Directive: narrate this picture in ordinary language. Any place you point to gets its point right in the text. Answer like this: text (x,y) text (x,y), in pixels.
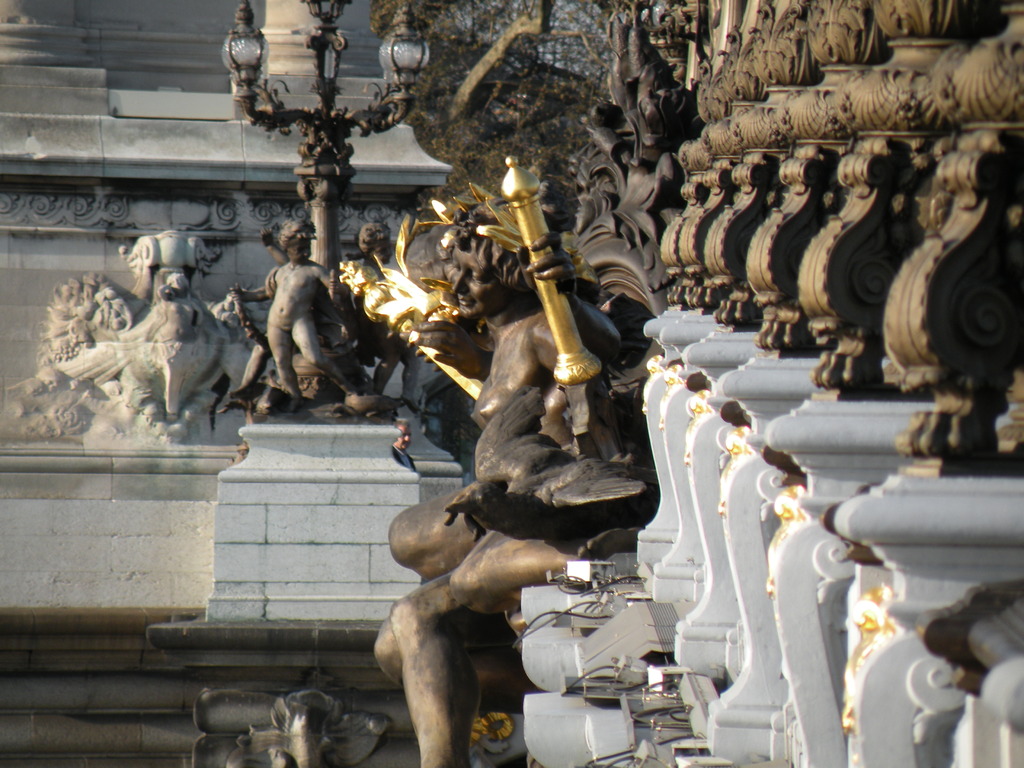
In the image in the center (547,478), we can see sculptures (469,292), fences (756,346) and a few other objects (319,30). In the background (165,148) there is a wall (215,136) etc.
